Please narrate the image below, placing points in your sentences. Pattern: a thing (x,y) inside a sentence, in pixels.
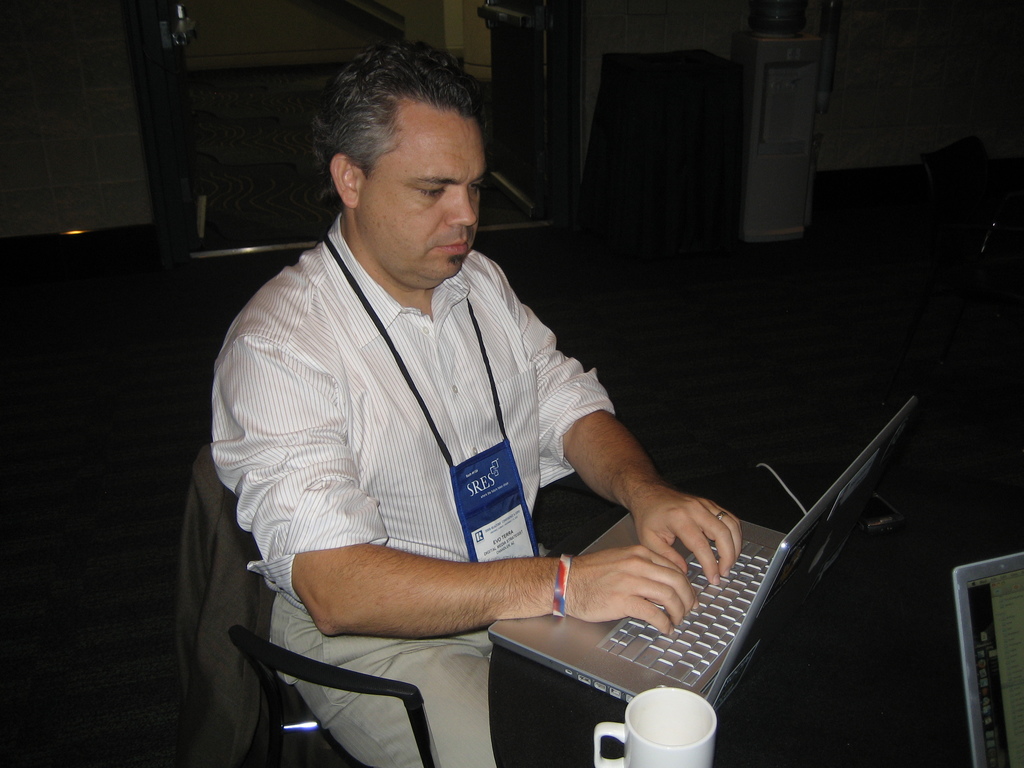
In the center of the image (463,438) we can see a man (417,523) sitting and there is a table (606,700). We can see laptops (1021,628) and a mug (634,729) placed on the table (567,700). In the background (597,68) there is a wall (115,148) and a door (170,140). we can see stands (681,99).
